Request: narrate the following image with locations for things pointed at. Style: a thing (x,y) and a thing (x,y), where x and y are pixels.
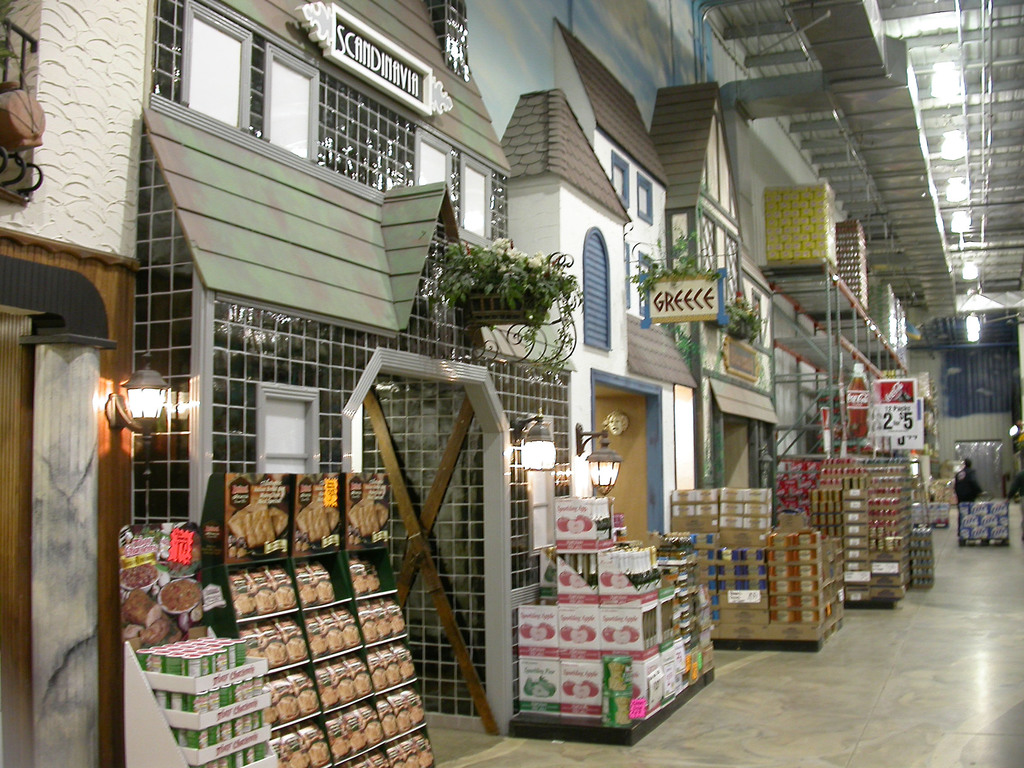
Here I can see many boxes (549,654) placed on the floor (708,722). In the middle of the image (381,312) there is a building (335,223) and I can see few windows (600,331). On the right side (967,488) there is a person (966,483) facing towards the back side (960,495). At the back of this person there is a box (977,525) placed on the floor (981,556). In the top right-hand corner (953,147) there are few lights (955,188) attached to a metal rod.
